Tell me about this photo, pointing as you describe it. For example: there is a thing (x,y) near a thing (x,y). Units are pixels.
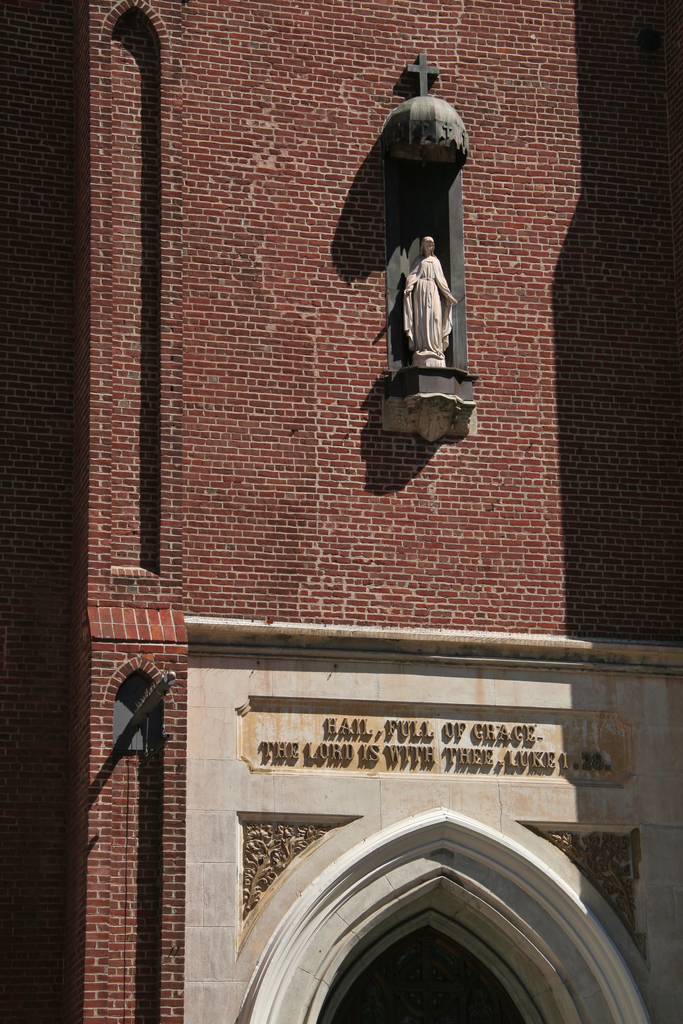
This is the picture of a building (334,314). In this image there is a statue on the building (383,407) and there is a text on the wall (425,519).
